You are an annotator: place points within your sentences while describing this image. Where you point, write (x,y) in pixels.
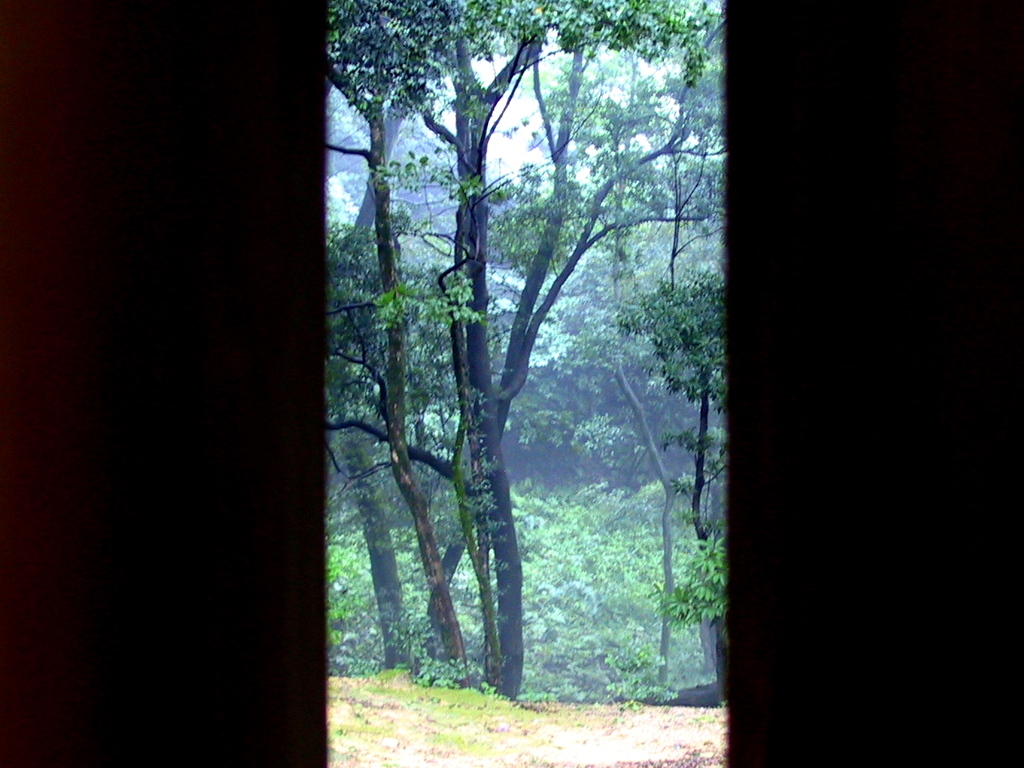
In this image on the right side (802,305) and left side (176,119) there is dark, and in the center (405,395) there are some trees (506,578). At the bottom (479,746) there is sand (487,736) and grass (480,727).
